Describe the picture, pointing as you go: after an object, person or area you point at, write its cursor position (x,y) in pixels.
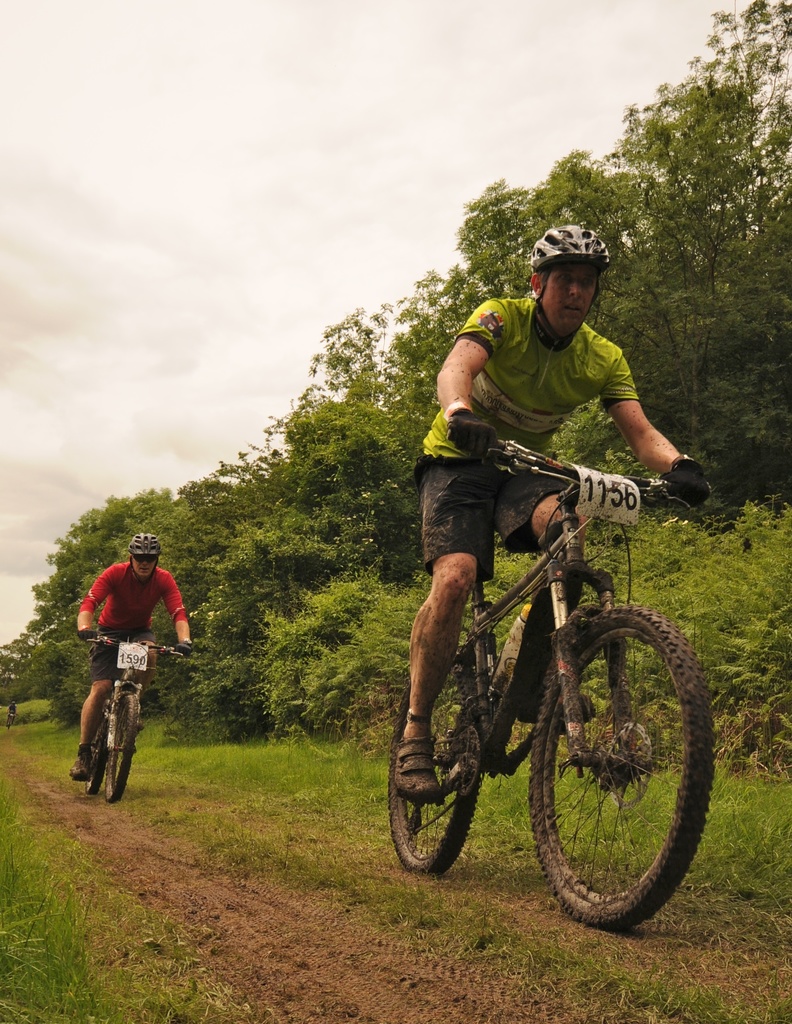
In this image I can see number of people (547,278) cycling their cycle (544,620). Here I can see a path (287,925). In the background (52,632) I can see number of trees (721,79). I can see people (569,306) wearing helmets (151,542).
